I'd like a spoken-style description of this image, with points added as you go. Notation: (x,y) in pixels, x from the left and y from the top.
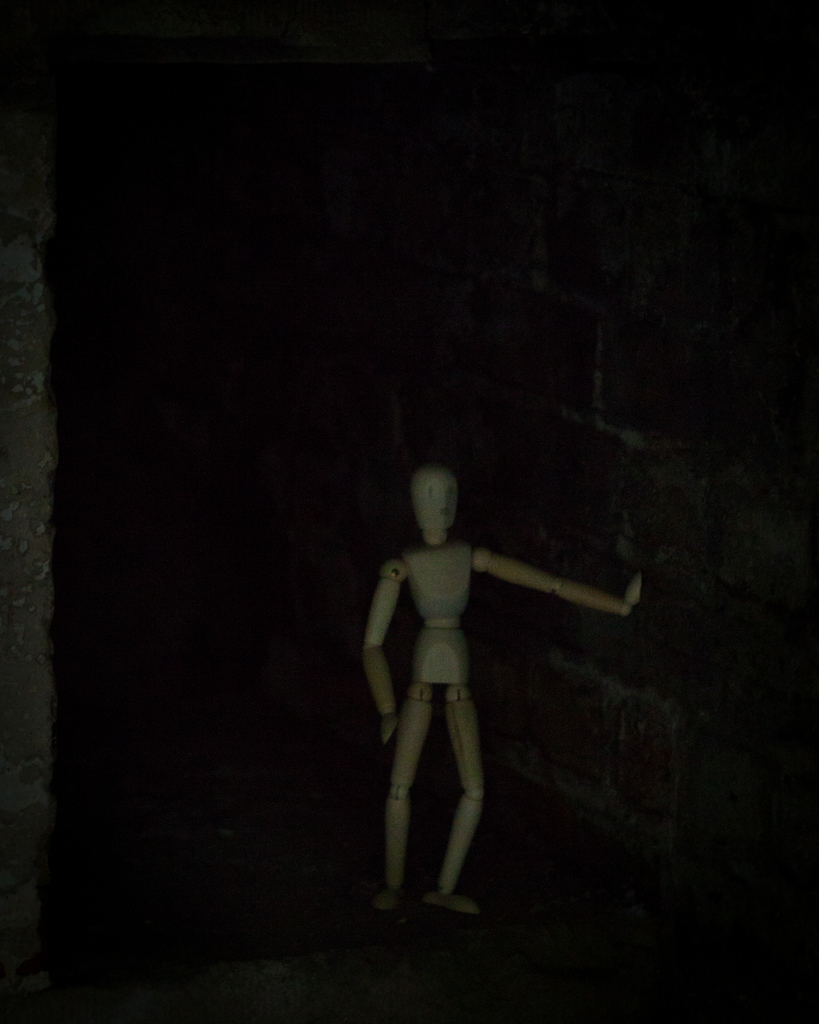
In the center of the image (419,593) there is a toy (402,808). In the background (393,392) we can see a wall (714,312).
